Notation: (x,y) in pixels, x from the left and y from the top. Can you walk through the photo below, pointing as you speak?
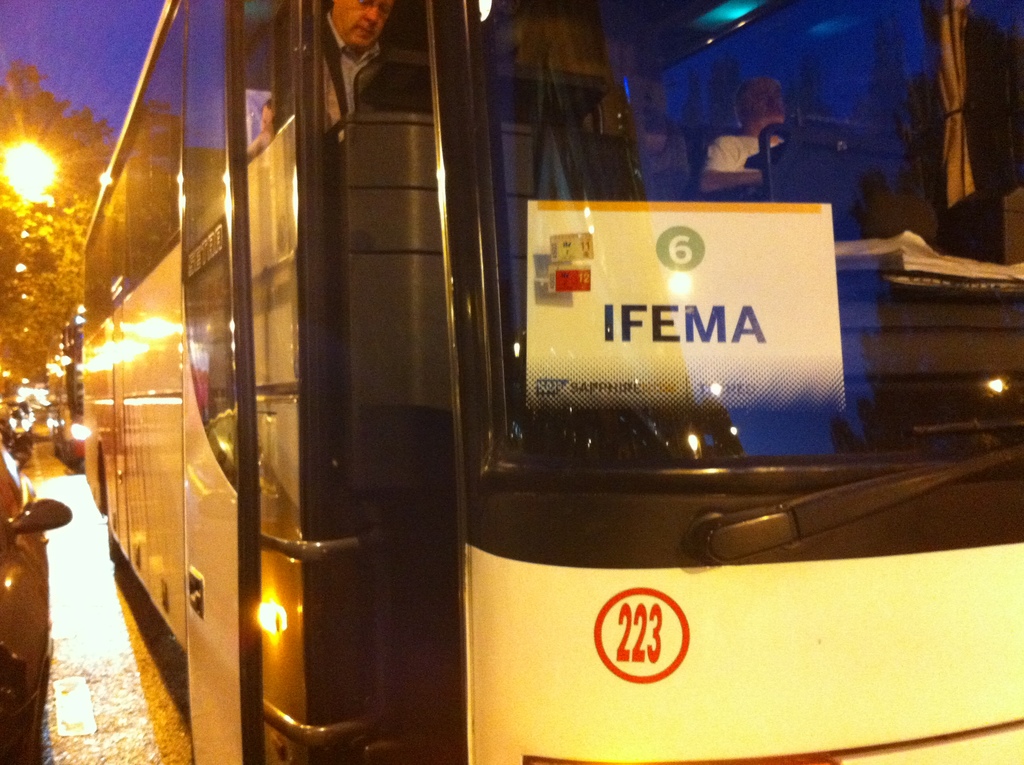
In this picture we can observe a bus (358,518) on the road (127,750). There is a white color board (606,353) behind the windshield (548,261). We can observe a red color number (644,608) on the bus (560,674). On the left side (20,614) there are some vehicles (25,585) on the road (34,466). In the background (61,182) there is yellow color light (34,173) and trees (63,153). We can observe a sky (85,57).
